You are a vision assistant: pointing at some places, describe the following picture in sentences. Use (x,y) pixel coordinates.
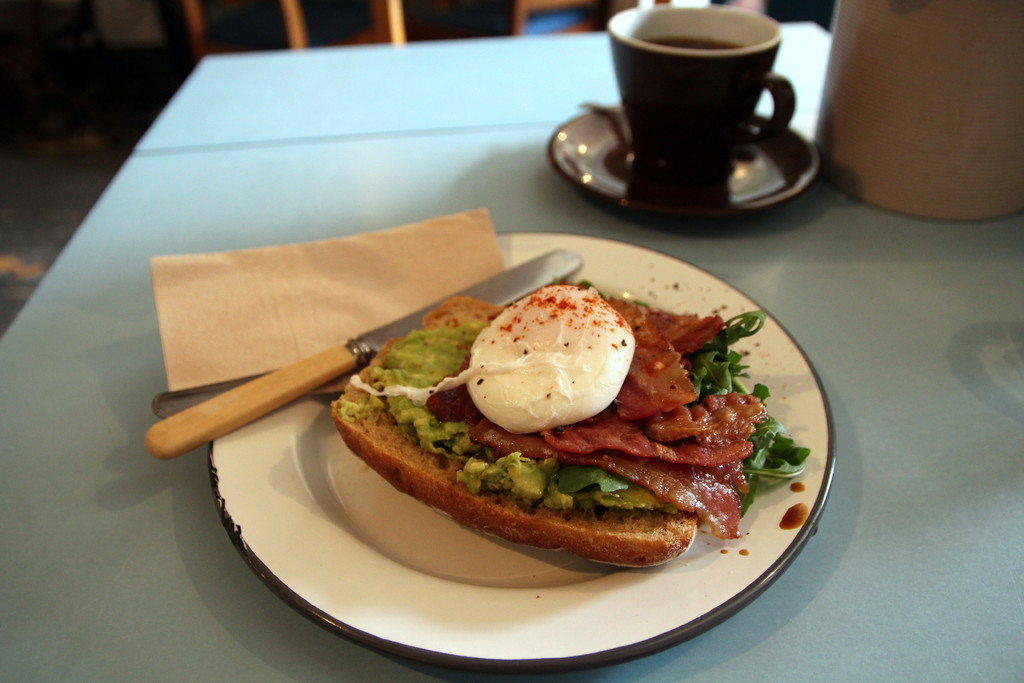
This picture is consists of a food item (430,345), which is placed in the plate (695,298) on the table (66,513) and there is a knife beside it, there is cup (729,103) and saucer (734,197) at the top right of the image (704,44), which are placed on the table (576,63).
